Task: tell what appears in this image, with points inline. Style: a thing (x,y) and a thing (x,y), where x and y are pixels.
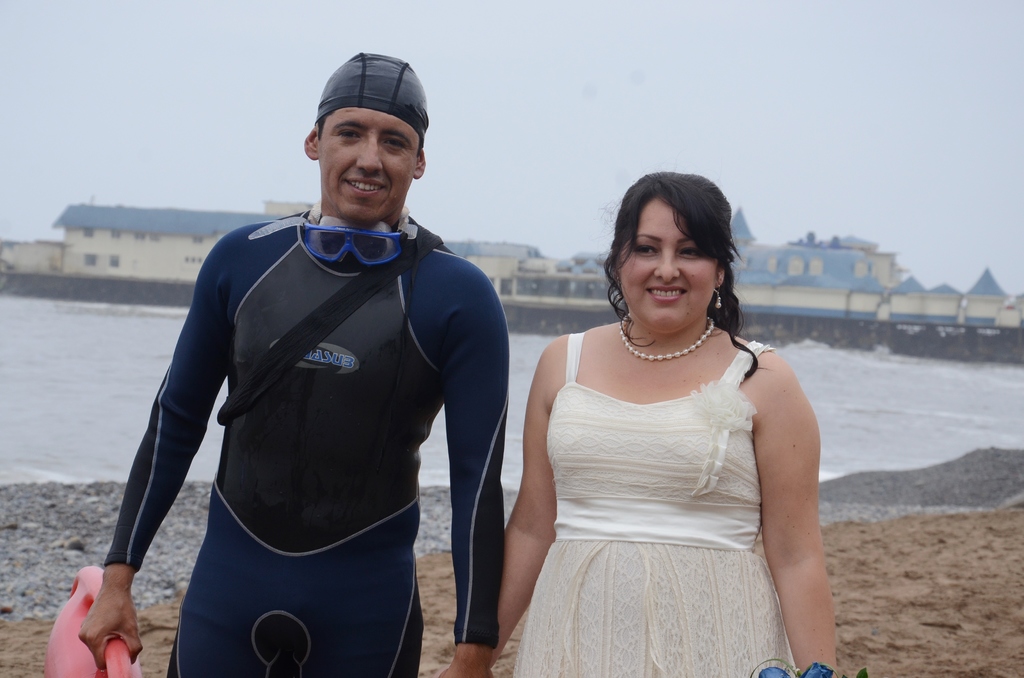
In the image we can see a man (358,396) and a woman (710,500) standing, wearing clothes (467,486) and they are smiling. The woman (557,439) is wearing a neck chain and earrings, the man (273,452) is holding an object (67,634) in the hands (120,626). Here we can see sand (901,542), water (105,384), buildings (69,218) and the sky (52,71).
